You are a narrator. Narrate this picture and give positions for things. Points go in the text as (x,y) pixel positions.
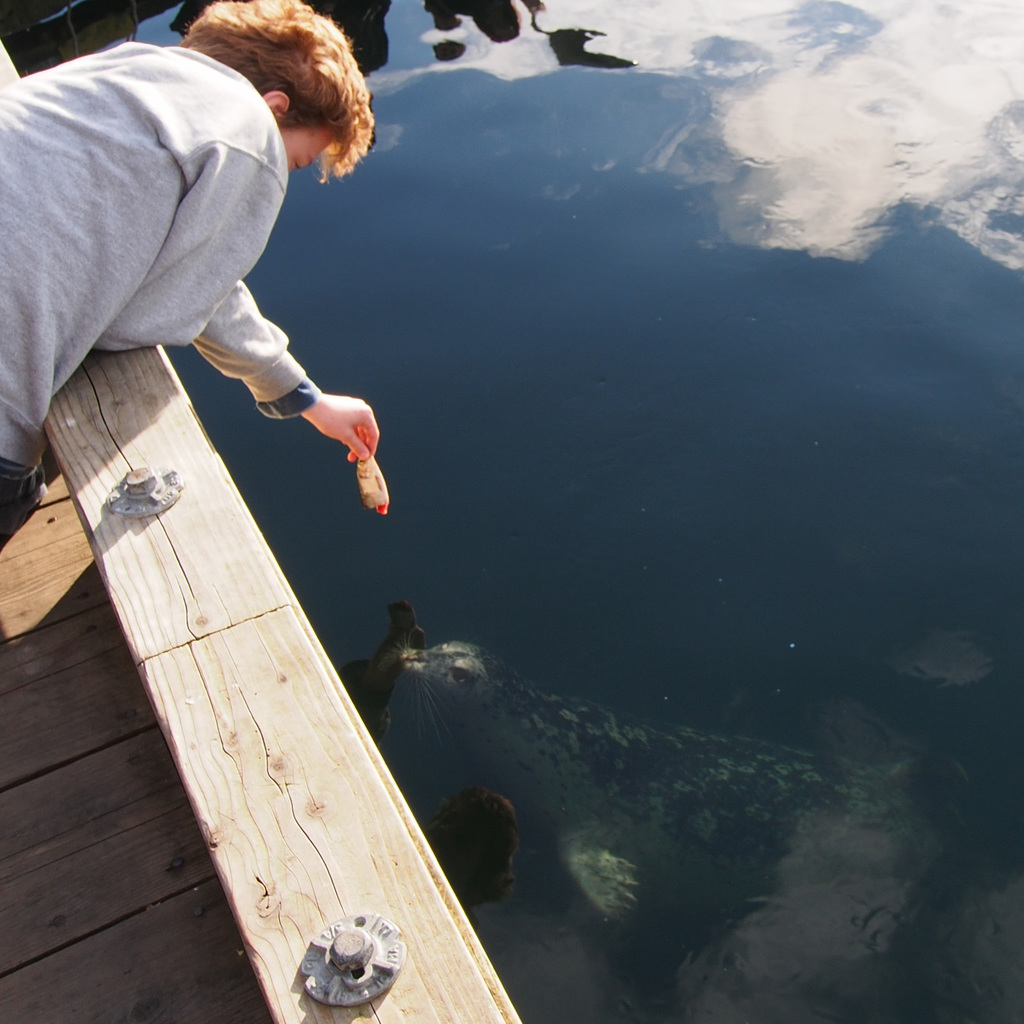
This image consists of a man (94,338). He is holding a fish (363,492). On the right (700,602), we can see the water (652,518) in which there is an aquatic animal (413,659). It looks like a bridge (169,824) made up of wood (95,810).
